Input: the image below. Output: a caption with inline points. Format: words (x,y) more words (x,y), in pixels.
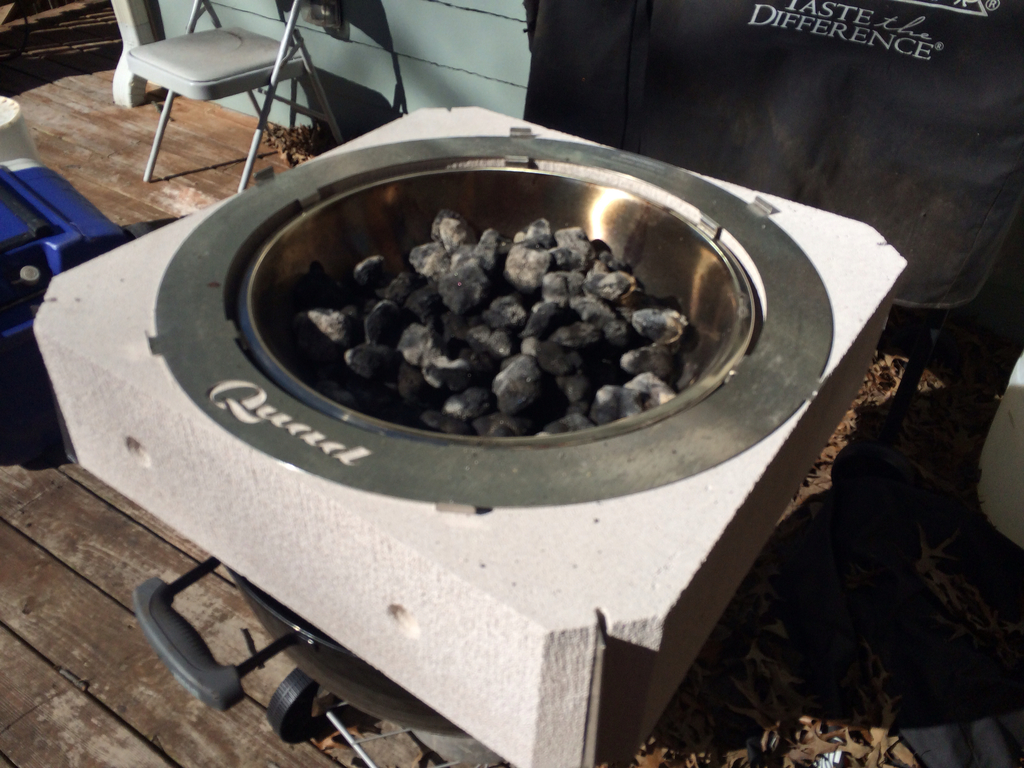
In this image we can see a grill (445,433), beside this there is a chair (225,86) and some objects (24,130) placed on the wooden surface (194,701). In the background (445,81) there is a wall (510,42).
